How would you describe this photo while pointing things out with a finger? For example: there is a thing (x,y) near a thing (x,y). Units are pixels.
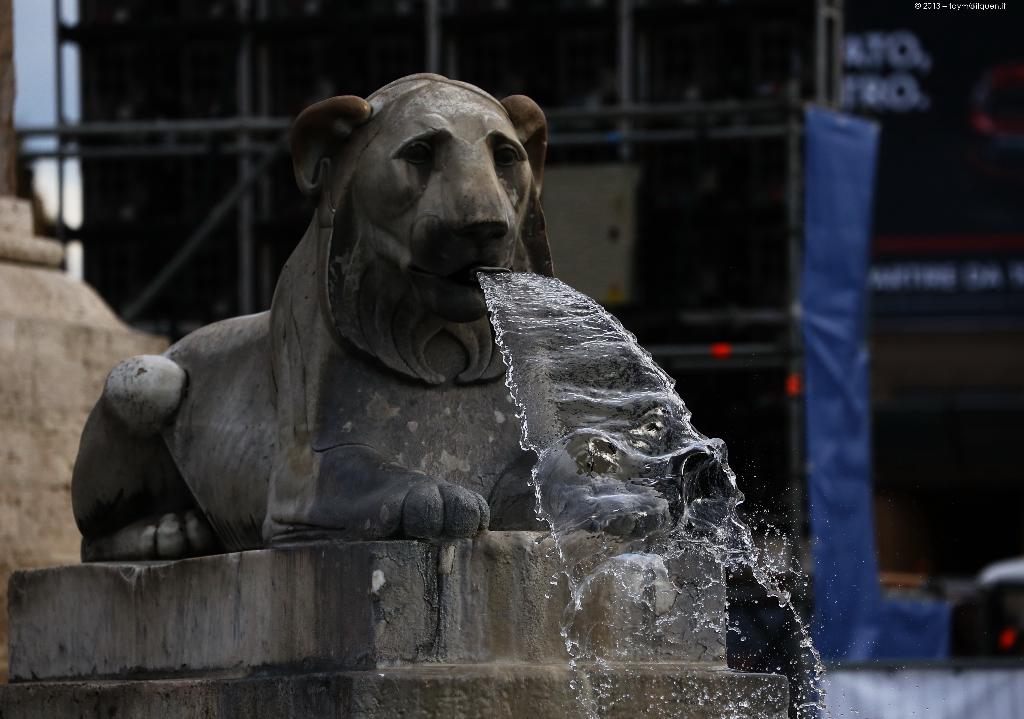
In this image, we can see a statue (494,371). We can see the waterfall (598,492). We can see some poles (726,106) and a cloth (853,146). We can see the board (915,80) with some text (901,64).
